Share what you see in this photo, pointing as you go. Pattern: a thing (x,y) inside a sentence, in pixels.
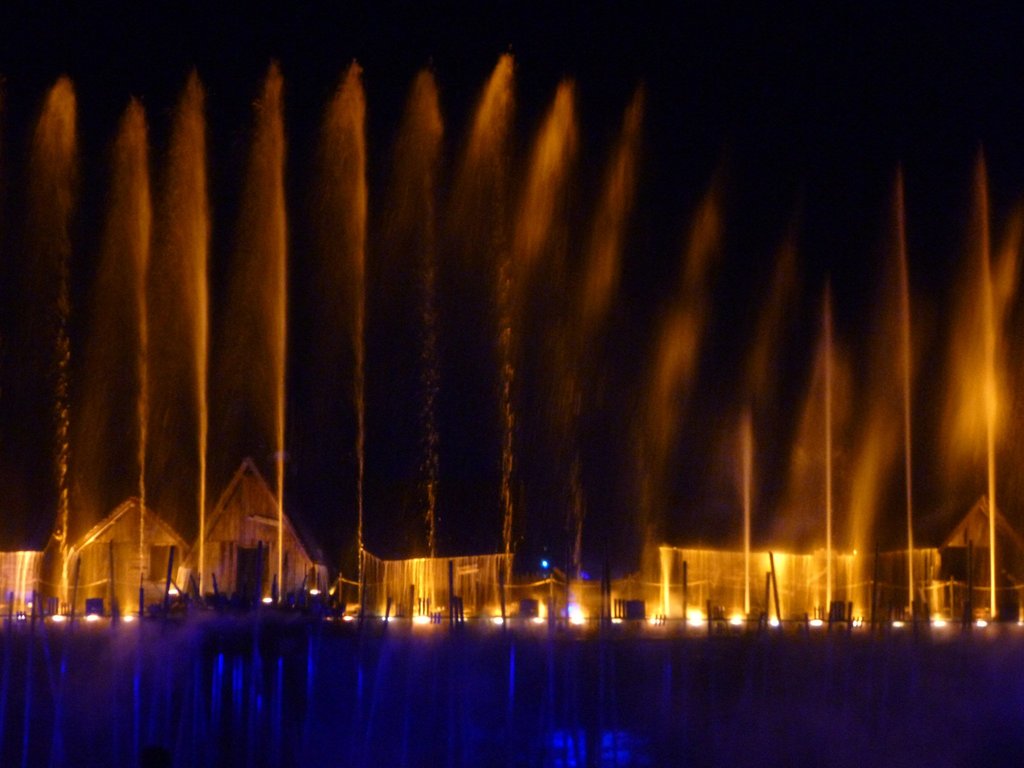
In this image there are few water fountains (967,389). Behind there are few houses (682,582). Few lights (91,620) are on the land (70,616).
